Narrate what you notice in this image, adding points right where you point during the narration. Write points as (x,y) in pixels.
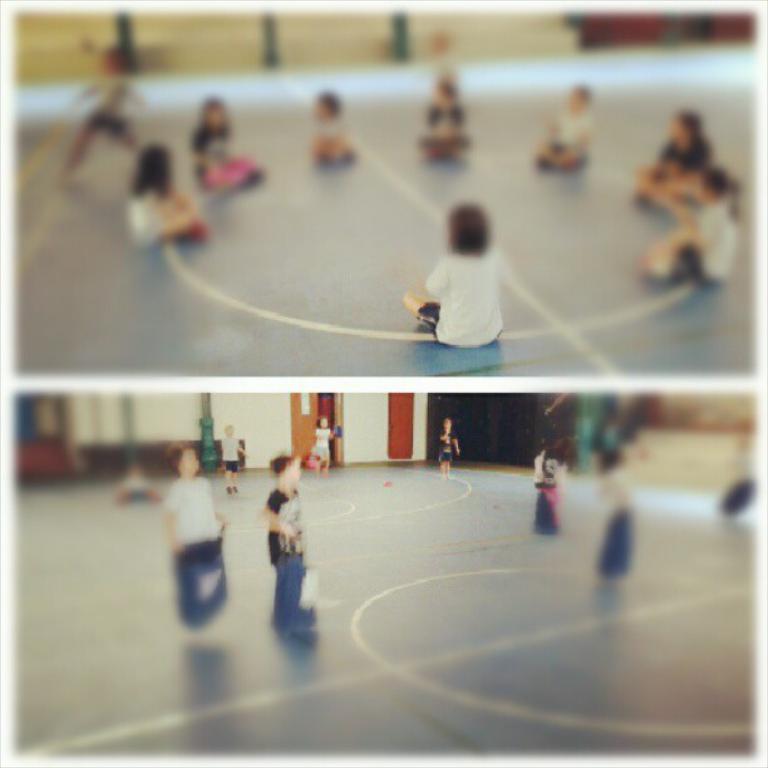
In this image I can see group of people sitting on the ground (521,345). Background (282,425) I can see a wall (250,412) in cream color and a door (304,417) in brown color.
